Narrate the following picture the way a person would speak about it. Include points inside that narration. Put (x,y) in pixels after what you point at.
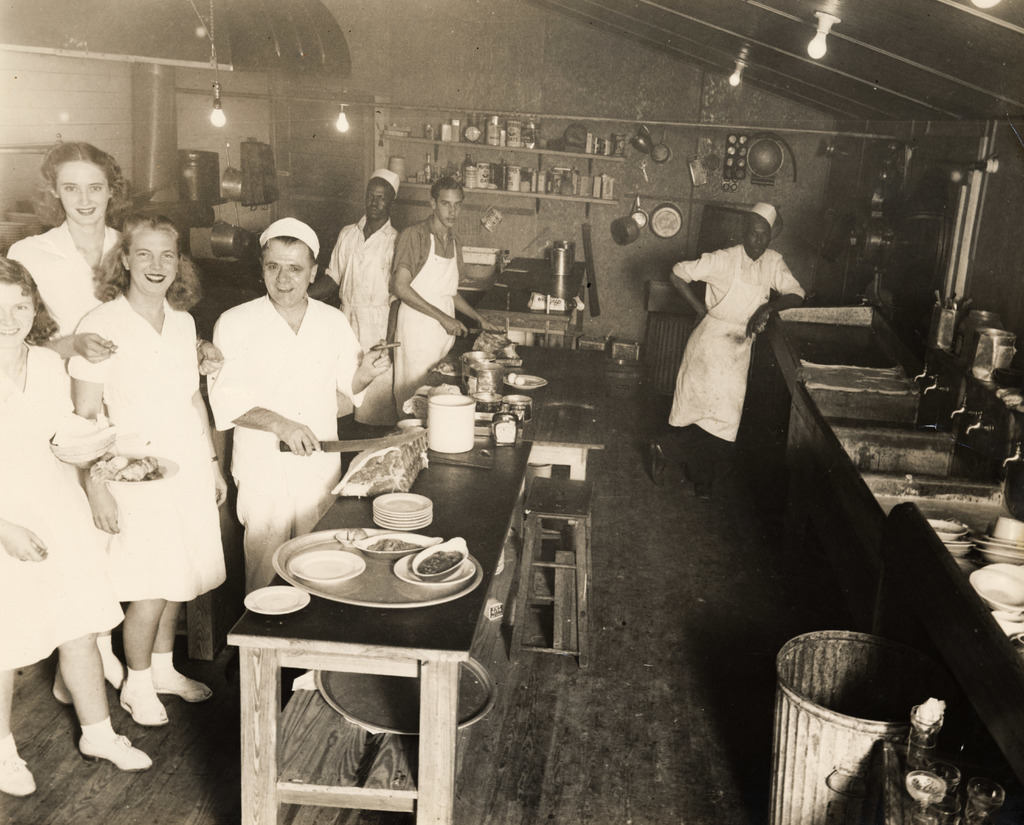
Few persons (398,392) standing. We can see table (579,363), chairs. On the table (455,519) we can see plate (433,580), bowl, food (395,450), knife (408,439), things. This person (272,477) holding knife (318,449). These three persons (386,188) wear cap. This is floor (671,739). On the top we can see lights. On the background (445,45) we can see wall (364,120).
